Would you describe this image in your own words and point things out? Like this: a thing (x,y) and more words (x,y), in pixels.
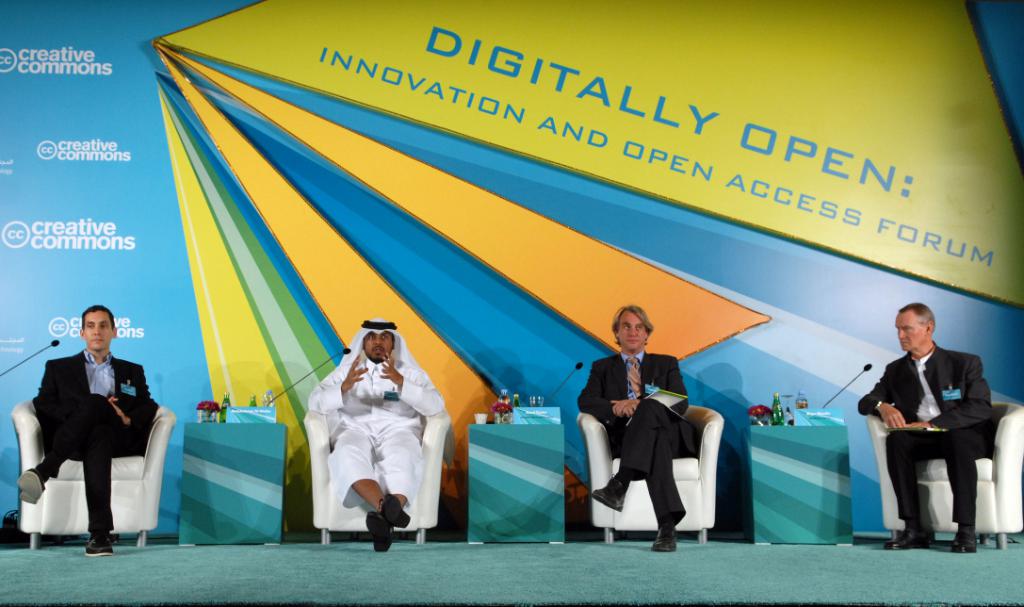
In this picture we can observe four members (662,457) sitting in the white color chairs (315,477), on the stage (543,556). Three of them were wearing coats (962,382) and one of them was wearing white color dress (374,423). In the background (563,167) we can observe a poster (352,108) which is in yellow, blue and green colors. We can observe some words (490,105) on this poster (119,139).
